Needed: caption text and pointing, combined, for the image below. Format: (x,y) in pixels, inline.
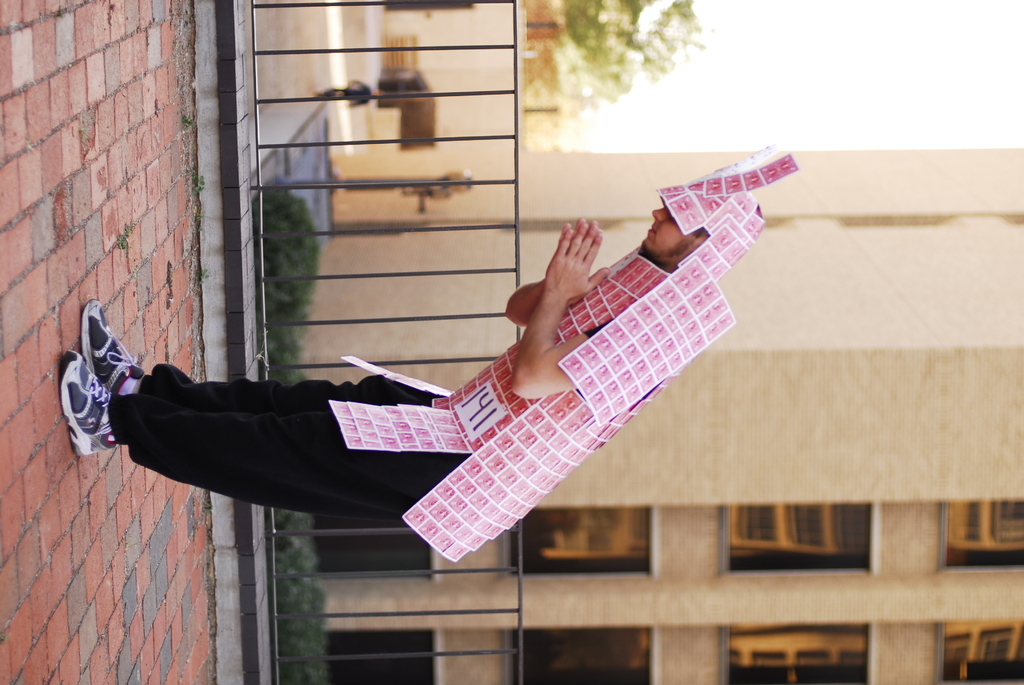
In the image we can see there is a person (581,335) pasted cards (645,374) on him and he is bowing. Behind there is a building (707,534).
